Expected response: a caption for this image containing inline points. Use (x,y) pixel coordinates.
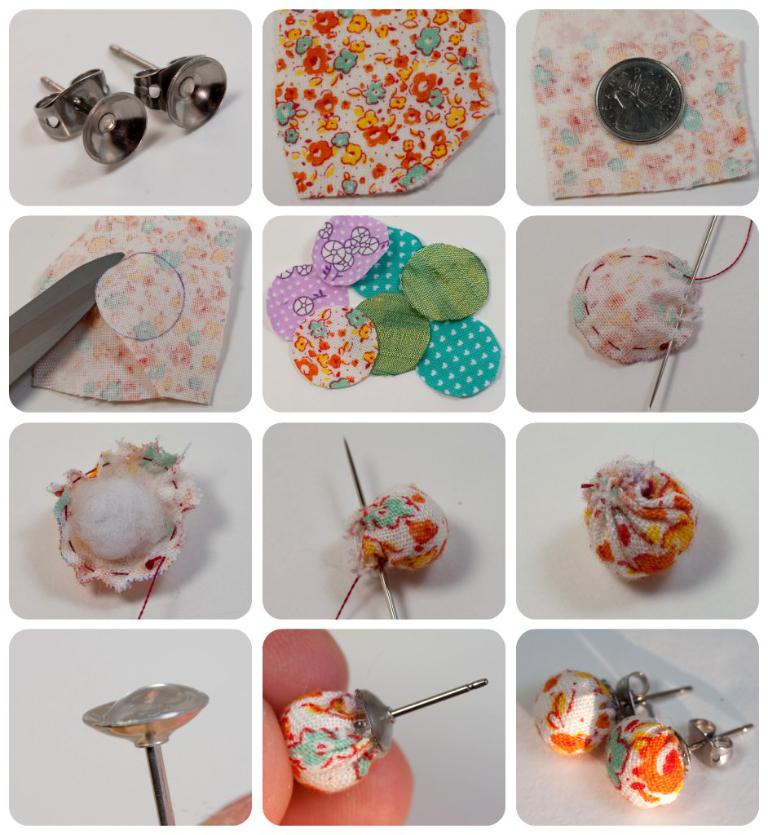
This picture is a collage of twelve images. In four images I can observe earrings (119,132) and a pin (145,695). In two images I can observe a needle (704,255). In the remaining images I can observe cloth pieces (185,317) coin (638,107) and a knife (56,329).
